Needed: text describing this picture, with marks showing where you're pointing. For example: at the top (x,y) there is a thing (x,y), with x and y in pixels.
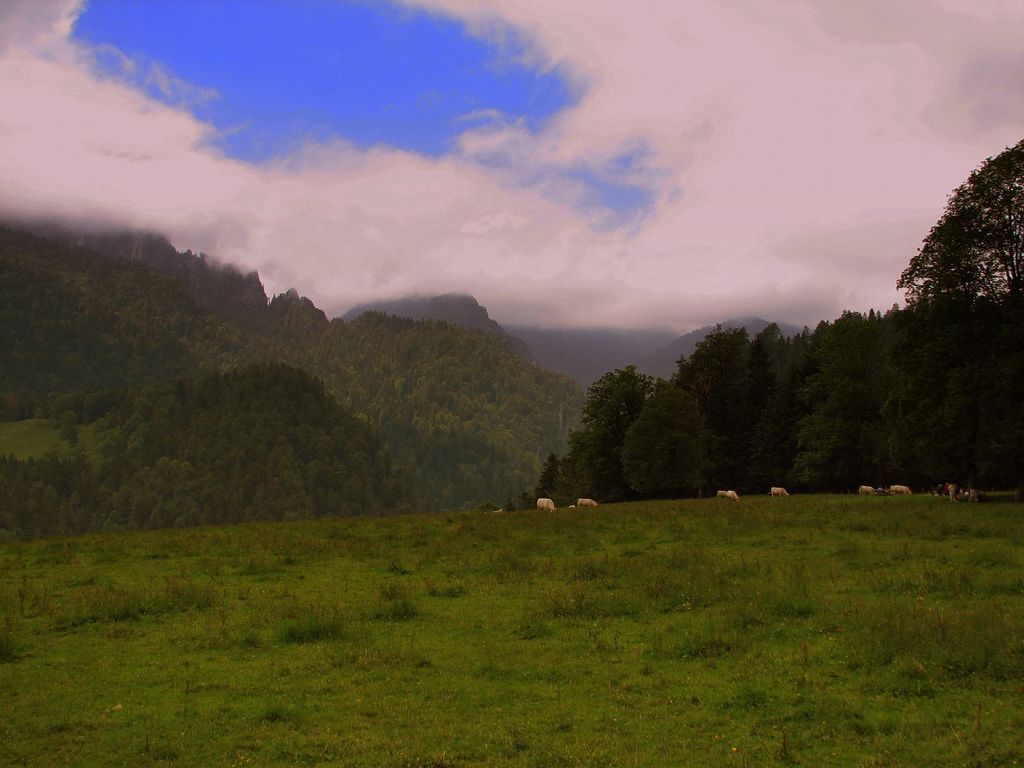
In this image we can see cattle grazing the grass (401,537), trees (387,412), hills (326,354) and sky (532,153) with clouds (556,263).
